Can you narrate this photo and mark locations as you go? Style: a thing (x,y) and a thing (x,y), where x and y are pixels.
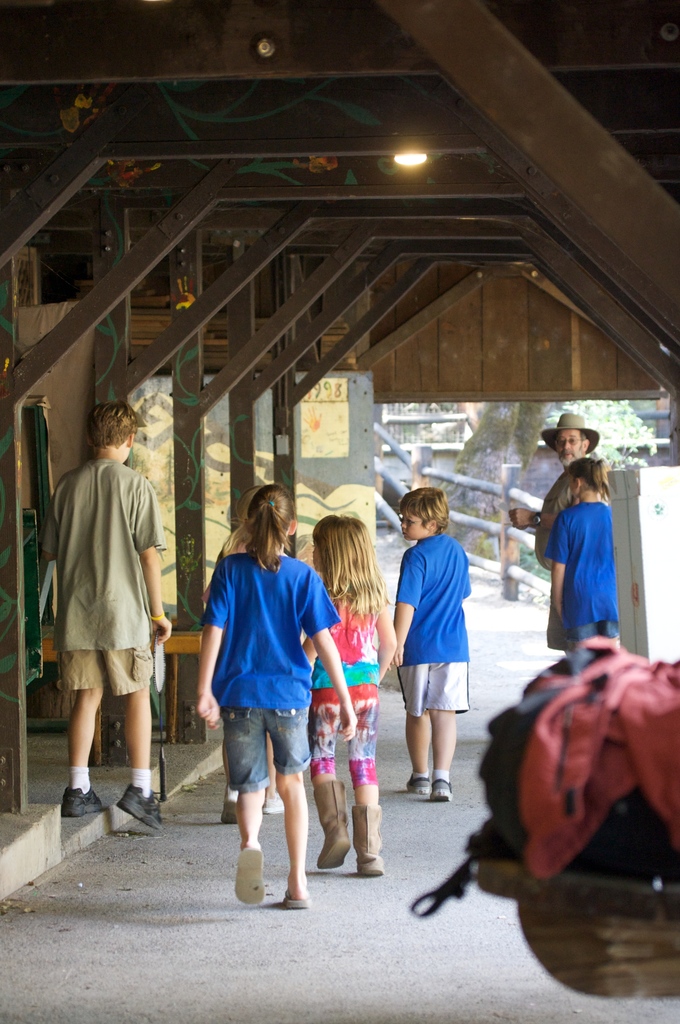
In this image I can see few children (608,588) are walking and in the background (580,433) I can see a man (565,444) is standing and I can see he is wearing a hat (557,436). On the top of this image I can see a light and on the bottom right side (547,794) I can see a red colour thing (486,834). I can also see three of them are wearing blue colour dress (301,616).
